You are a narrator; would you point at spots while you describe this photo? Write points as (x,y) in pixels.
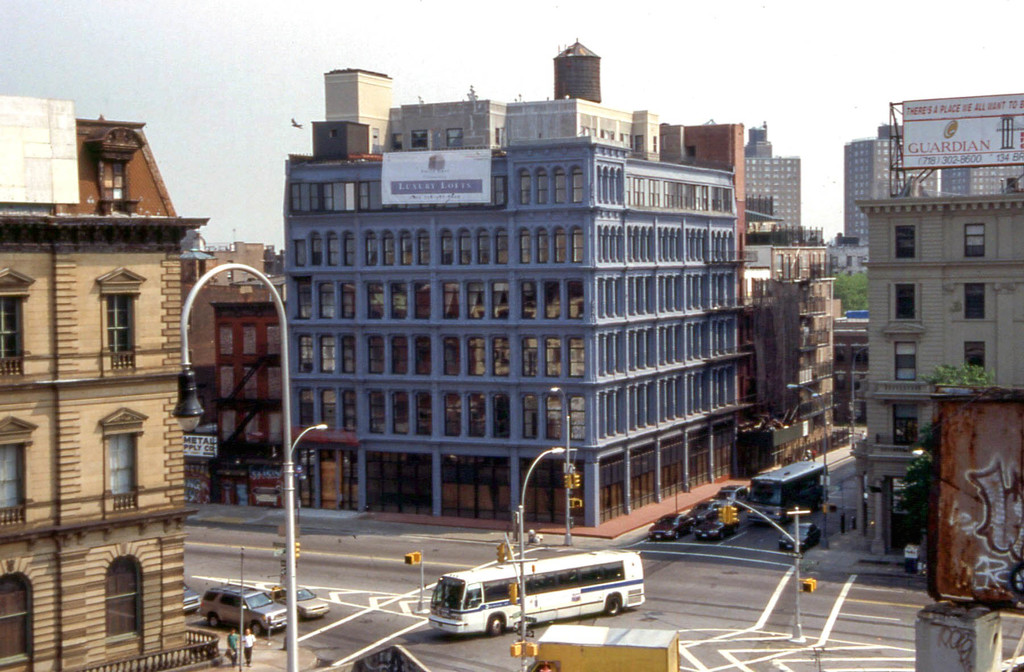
In the center of the image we can see a few vehicles (707,519) on the road (649,574). And we can see poles (295,655), traffic lights (280,599) and two persons (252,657) are standing. In the background (309,145), we can see the sky (320,22), clouds (396,13), trees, buildings (452,345), windows (452,345), banners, fences (206,649) etc.
